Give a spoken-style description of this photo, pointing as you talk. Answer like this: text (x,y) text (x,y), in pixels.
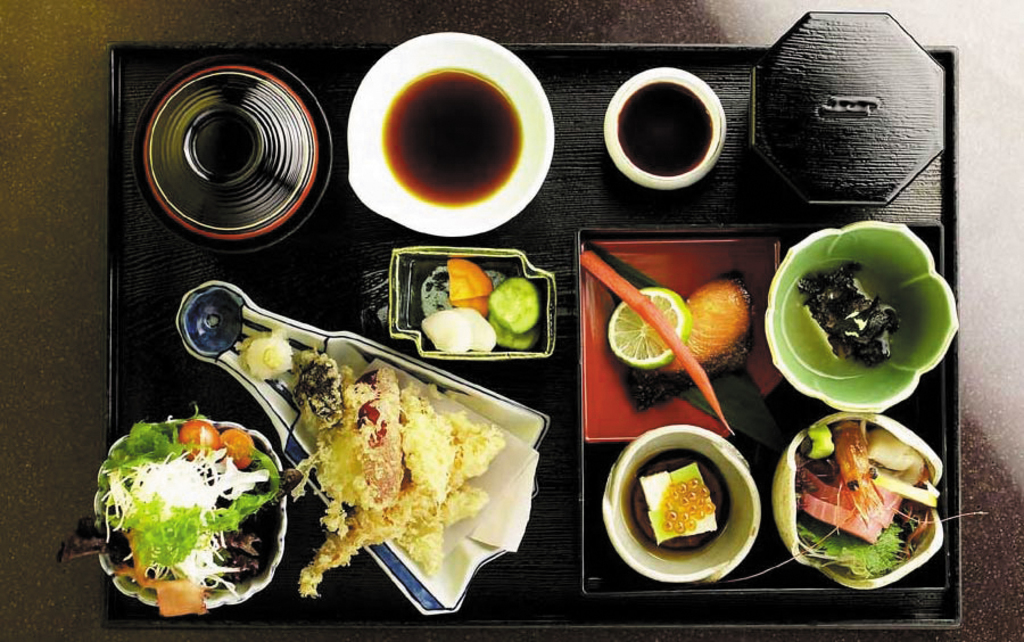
In this image we can see a tray (133,281) on a surface (73,57). On the tray (552,73) there are bowls (528,66). In the bowls (794,325) there are different types of food items (649,385). Also we can see a piece of lemon (656,355) and some other things (726,303).
